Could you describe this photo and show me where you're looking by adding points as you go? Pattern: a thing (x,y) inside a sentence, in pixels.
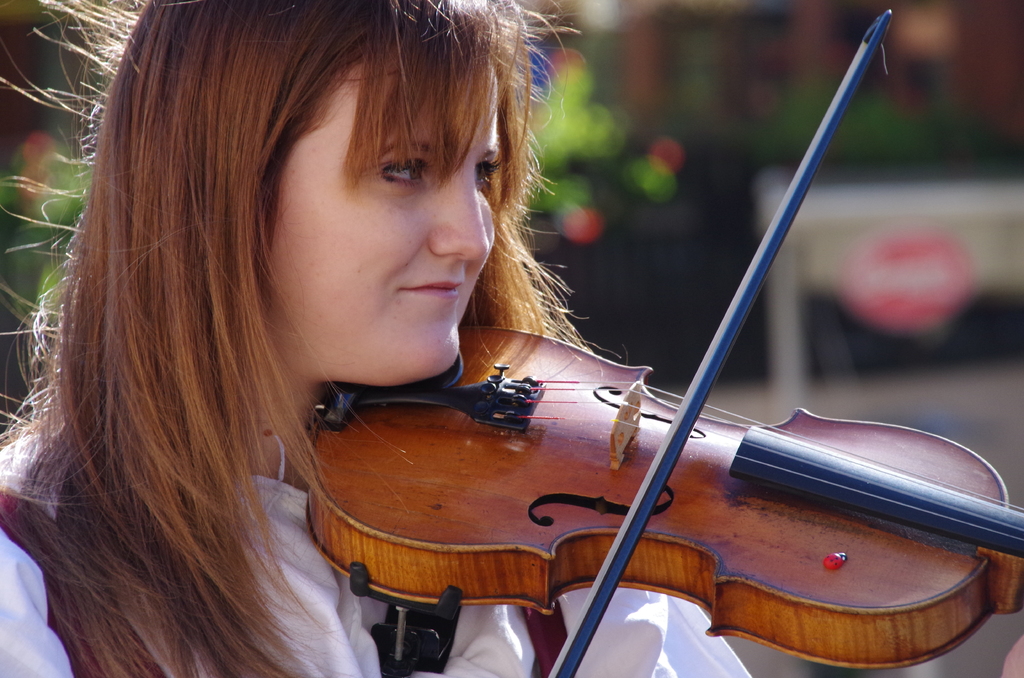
On the left side of the image (321,229) we can see a lady (343,376) is holding a violin (577,474) in her hand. In the background (671,125) the image is blur.
